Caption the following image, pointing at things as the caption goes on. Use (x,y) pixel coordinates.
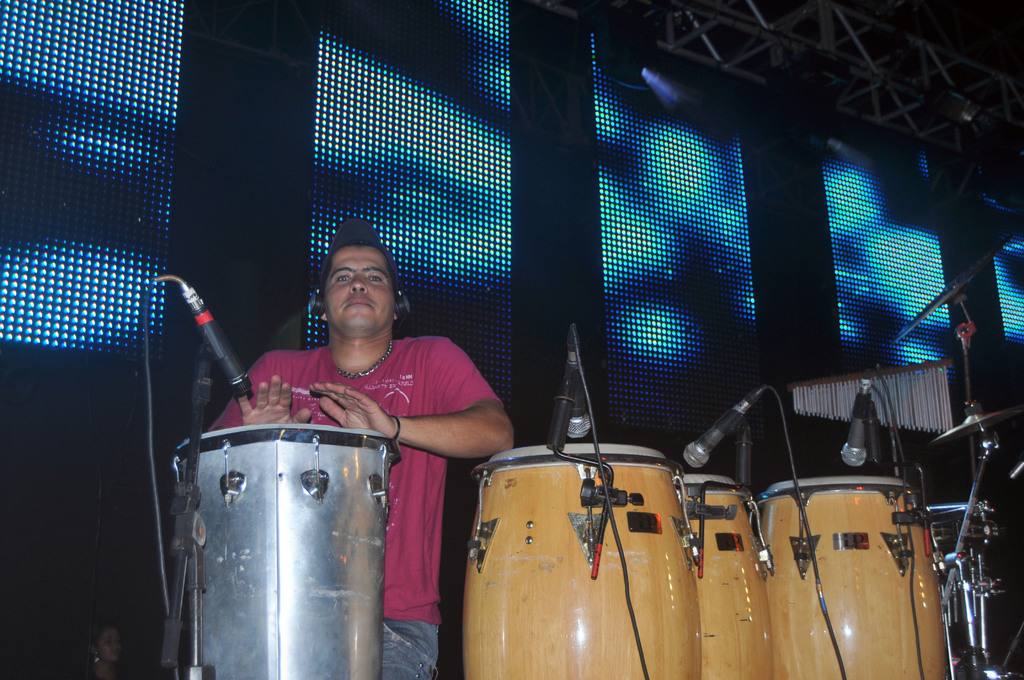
In the foreground of this image (370,374), there is a man (397,304) playing a musical instrument (345,548) called conga drum (345,545). We can also see few conga drums (609,589), mics (713,445) and drums (989,509). In the background (489,147), it seems like a screen (650,146) in the dark.
